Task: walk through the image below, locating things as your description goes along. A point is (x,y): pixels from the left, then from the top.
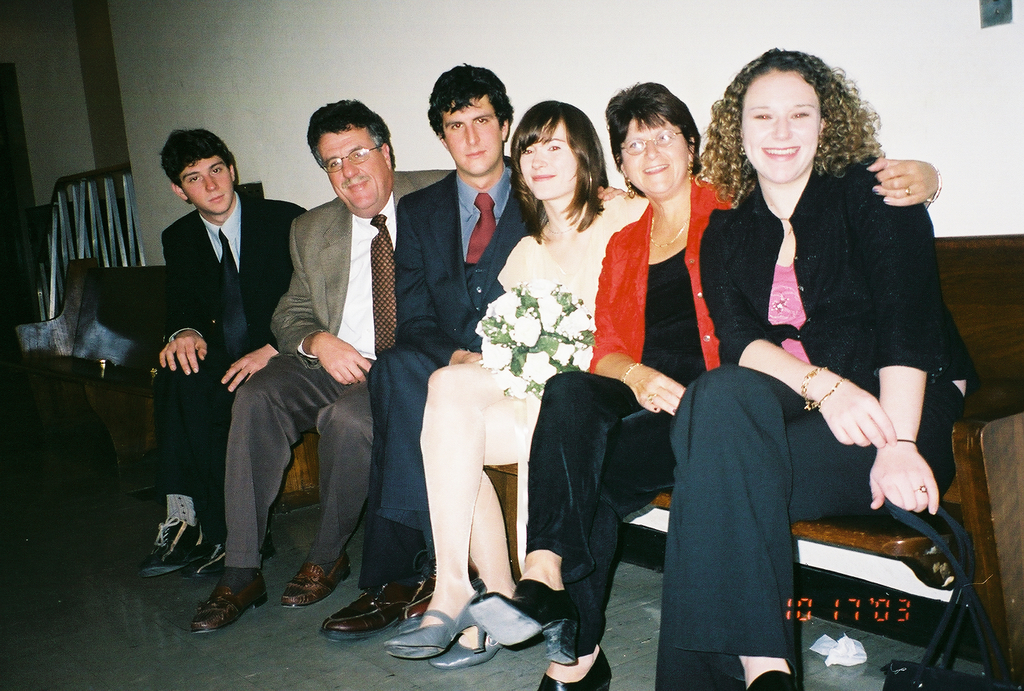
In this image there is a group of people (594,388) sitting on a bench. At the bottom of the image (856,618) there are numbers (887,617), beside them there is a metal rod fence (100,218), behind them there is a wall (415,158).
